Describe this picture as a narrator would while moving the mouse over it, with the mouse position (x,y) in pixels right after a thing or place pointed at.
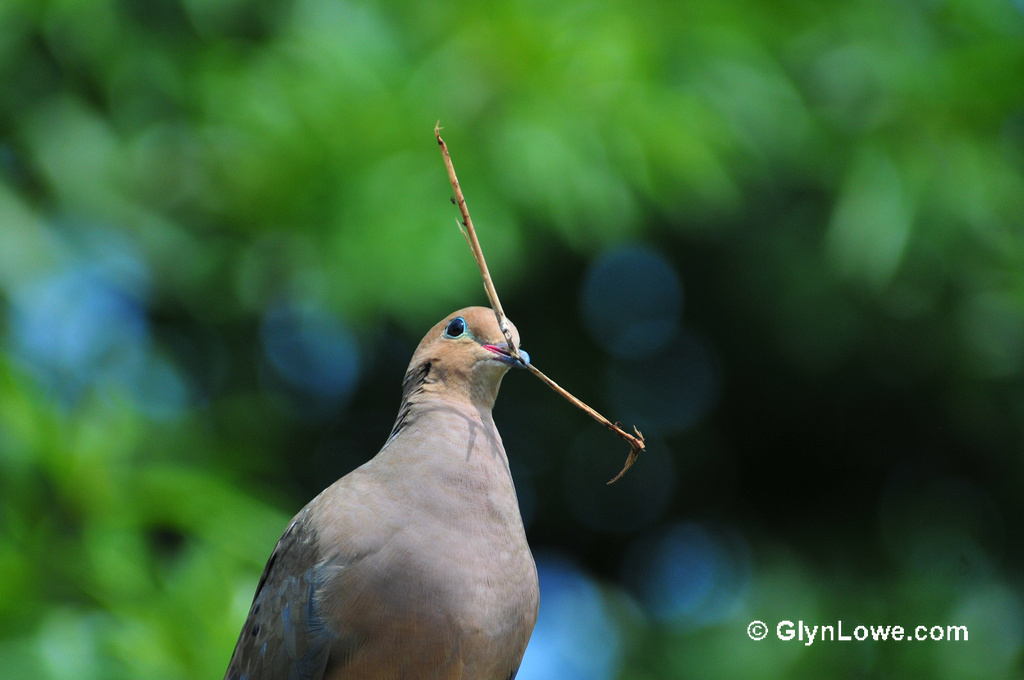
In this image in the front (411,495) there is a bird (444,437) and the background (548,130) is blurry and at the bottom right of the image (812,629) there is some text (867,624) which is visible.
